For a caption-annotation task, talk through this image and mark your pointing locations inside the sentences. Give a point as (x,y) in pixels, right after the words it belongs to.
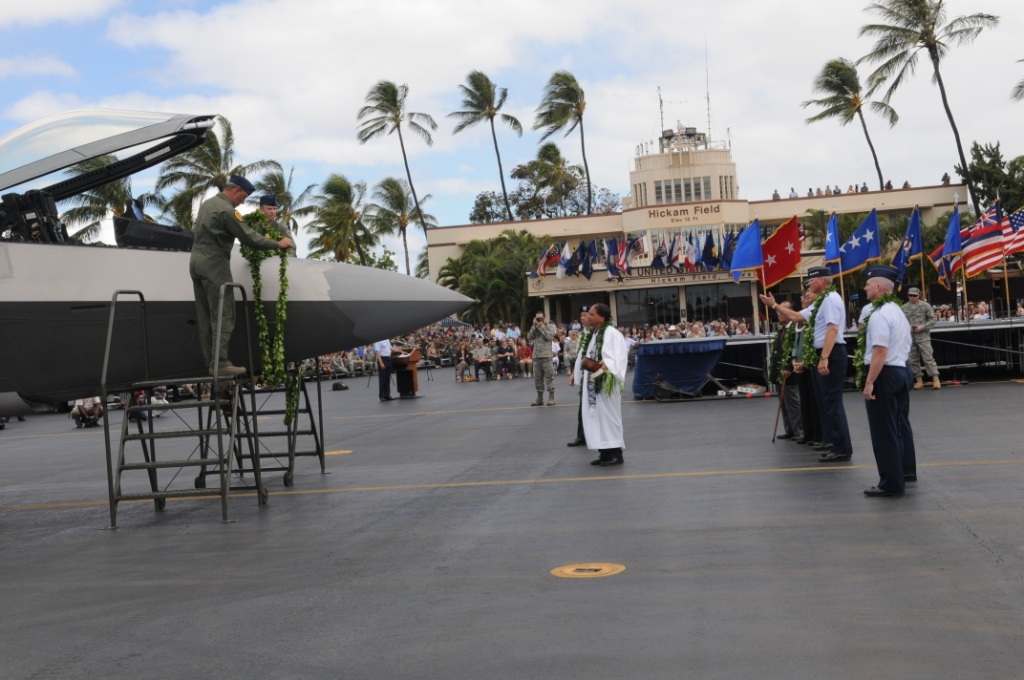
In this image I can see on the left side (322,293), it looks like an aeroplane (361,323). On the right side (919,324) few people (920,334) are standing, at the back side (737,287) there is a building (667,283) and there are trees (536,209). At the top (643,44) it is the cloudy sky (666,105), on the right side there are flags (747,234).
